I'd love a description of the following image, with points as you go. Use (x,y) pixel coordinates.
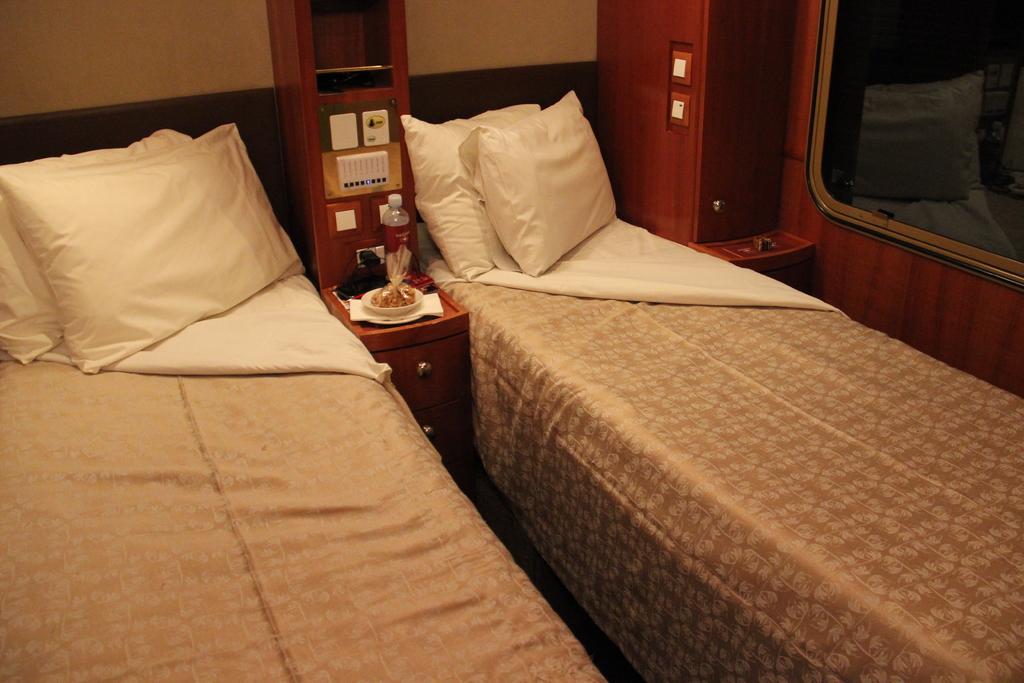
In this picture we can see beds (517,474). On the beds (450,253) we can see pillow (17,178) and cloth (643,276). On the background (427,44) we can see wall (509,10). This is glass window (980,105). This is cupboard (442,387). On cupboard (430,382) we can see bottle (404,239), food (398,285), bowl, paper (439,311). This is switch (680,68).
